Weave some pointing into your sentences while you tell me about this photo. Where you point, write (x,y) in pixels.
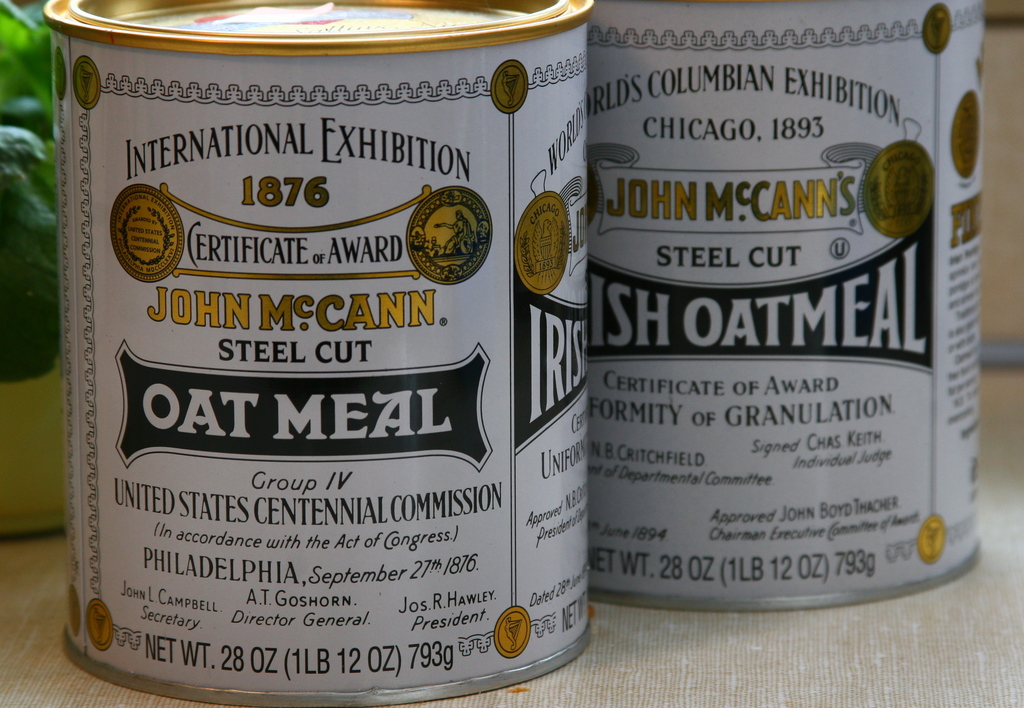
There are two text written tins (494,403) are kept on the surface (684,649) as we can see in the middle of this image (532,389).
